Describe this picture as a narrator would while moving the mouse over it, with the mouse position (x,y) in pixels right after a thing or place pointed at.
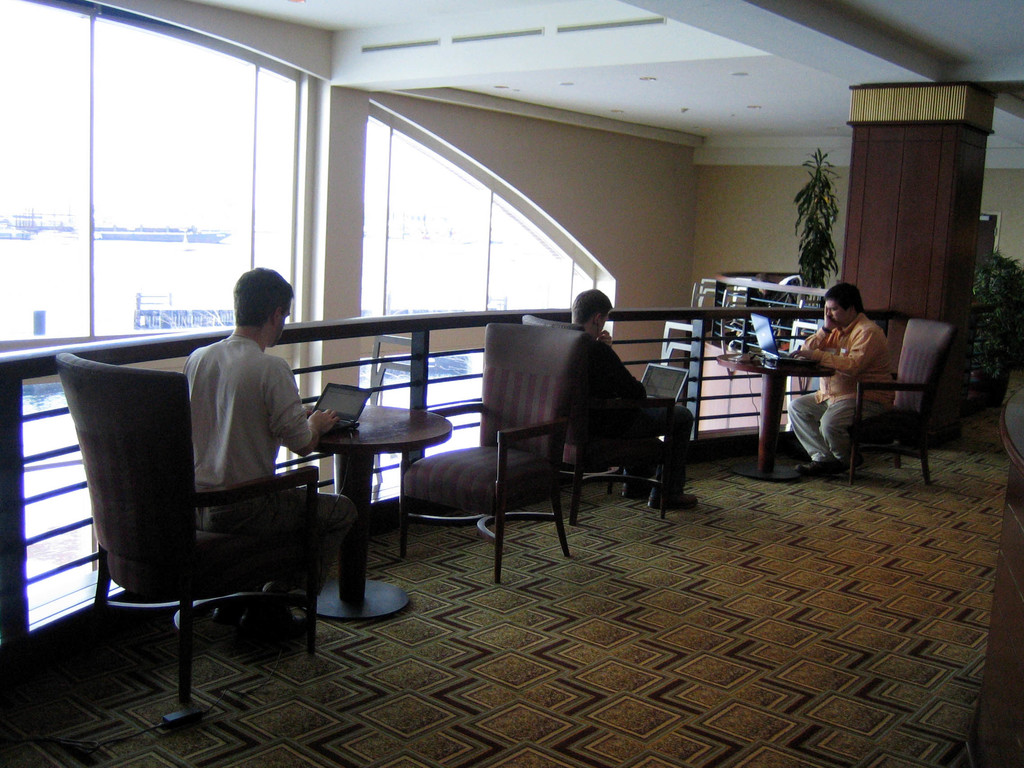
inside the room (540,232) there are so many table (762,456) chairs (662,515) are present and floor (783,539) has trees (978,362) are there and the three persons (644,433) are sitting on the chair (608,459) and they are doing something work on laptop (782,361) and behind the person (813,338) the big window (482,271) is there
